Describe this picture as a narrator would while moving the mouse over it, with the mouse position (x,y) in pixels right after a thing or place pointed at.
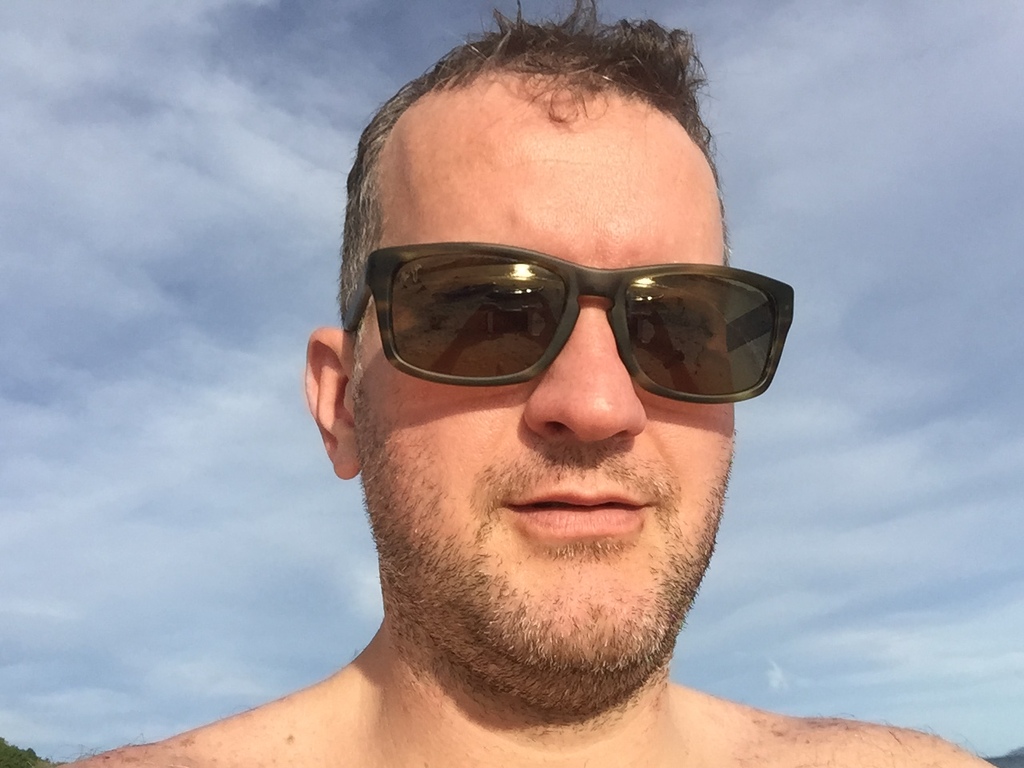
In this image there is the sky (213,319), there is a person (317,375) wearing goggles (659,341), there is a tree (29,752) truncated towards the bottom of the image (25,757).
